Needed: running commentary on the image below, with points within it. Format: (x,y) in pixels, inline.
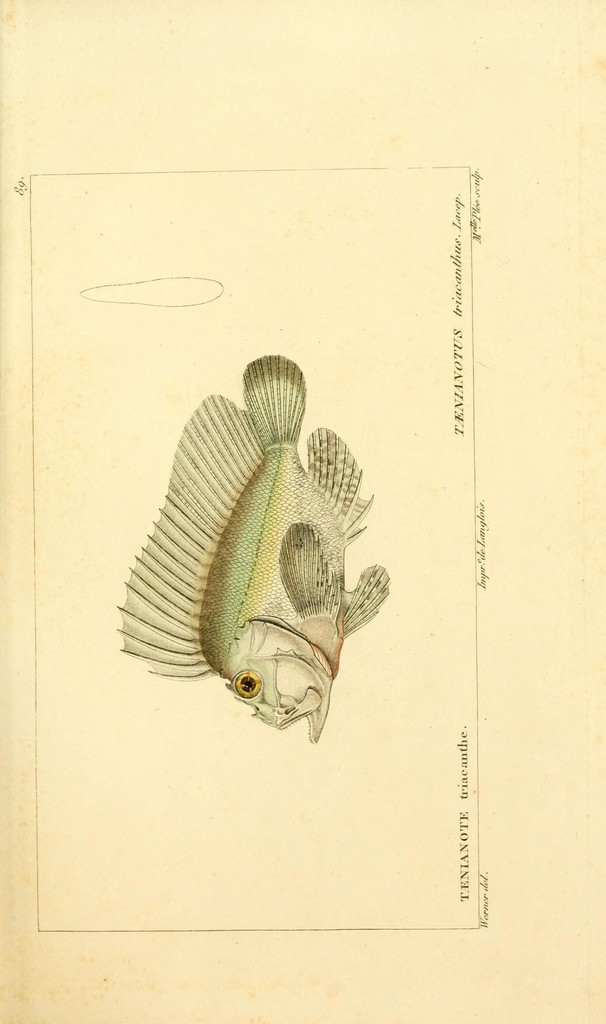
In this image I see a paper (244,231) on which there is a diagram (223,579) of a fish (226,494) and I see words (482,882) written and I see 2 numbers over here.
